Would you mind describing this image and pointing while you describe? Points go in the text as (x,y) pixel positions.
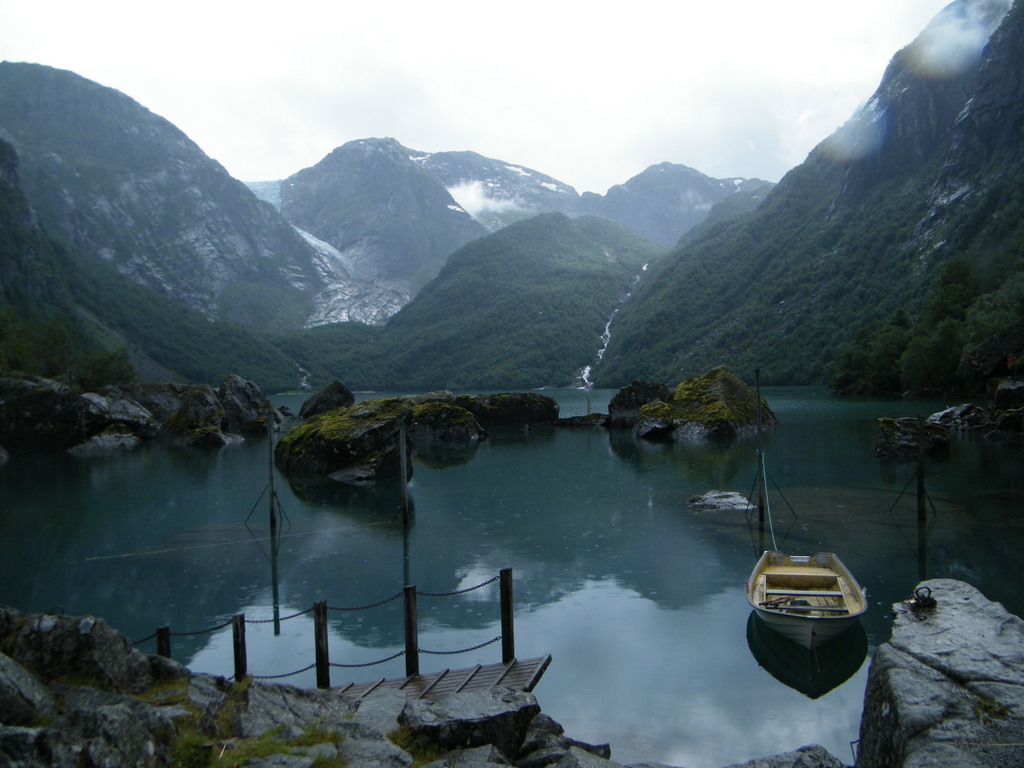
In this picture we can see a boat (804,579) on the water (588,575), beside to the boat (804,579) we can find few rocks (983,667) and a small bridge (510,640), in the background (686,317) we can find few trees (672,338) and hills (381,152).
